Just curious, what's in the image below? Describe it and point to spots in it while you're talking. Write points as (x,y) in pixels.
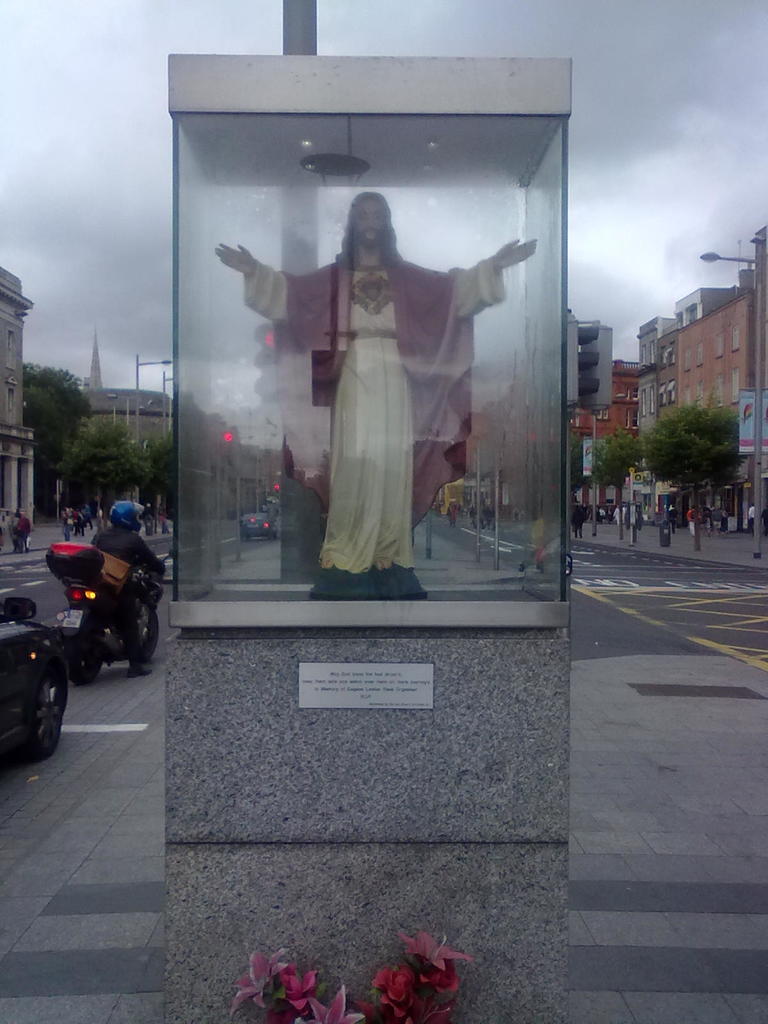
In this picture we can see a statue (290,297) in glass display box (278,602). On the left side of the glass display box (476,568), there are vehicles (102,591) on the road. At the bottom of the image (319,1023), there are flowers (321,1010). On the left (31,457) and right side of the image (613,484), there are people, poles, buildings (16,449) and trees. At the top of the image (652,200), there is the sky (591,90). Behind the glass display box (195,478), there are poles (313,243) with the traffic lights (588,329).
